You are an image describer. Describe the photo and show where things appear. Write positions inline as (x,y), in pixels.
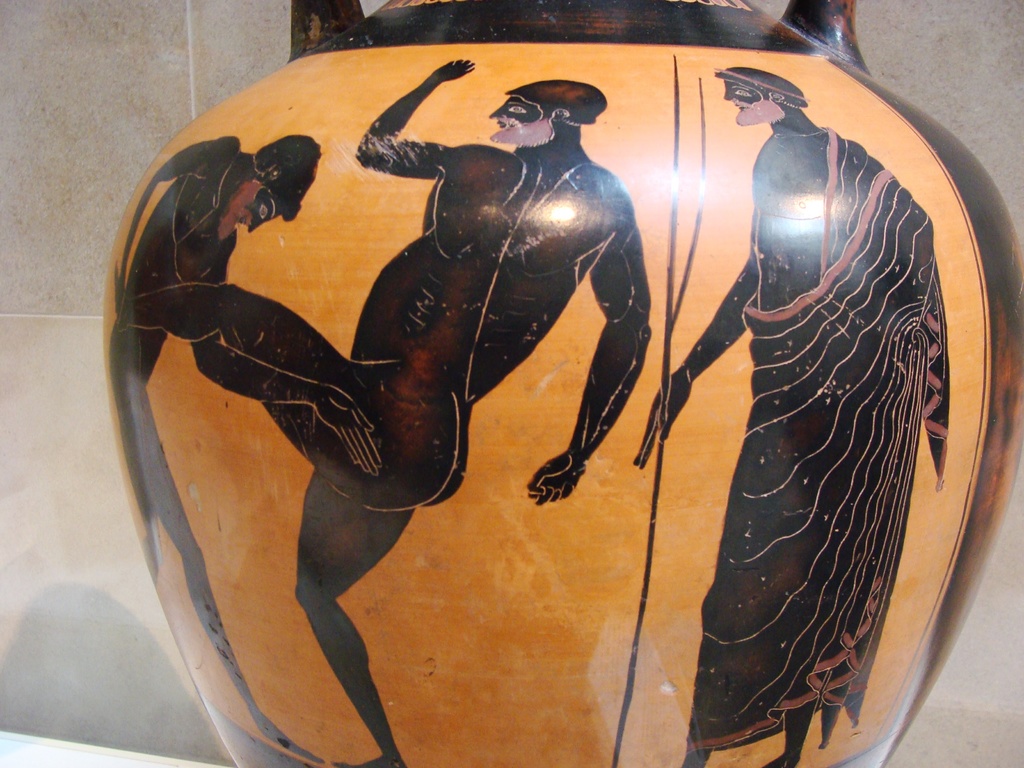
In the image in the center (352,358) we can see one pot (581,402), which is in black and yellow color. On the pot (841,356), we can see three human images (488,302). In the background (59,116) there is a wall (57,558).
